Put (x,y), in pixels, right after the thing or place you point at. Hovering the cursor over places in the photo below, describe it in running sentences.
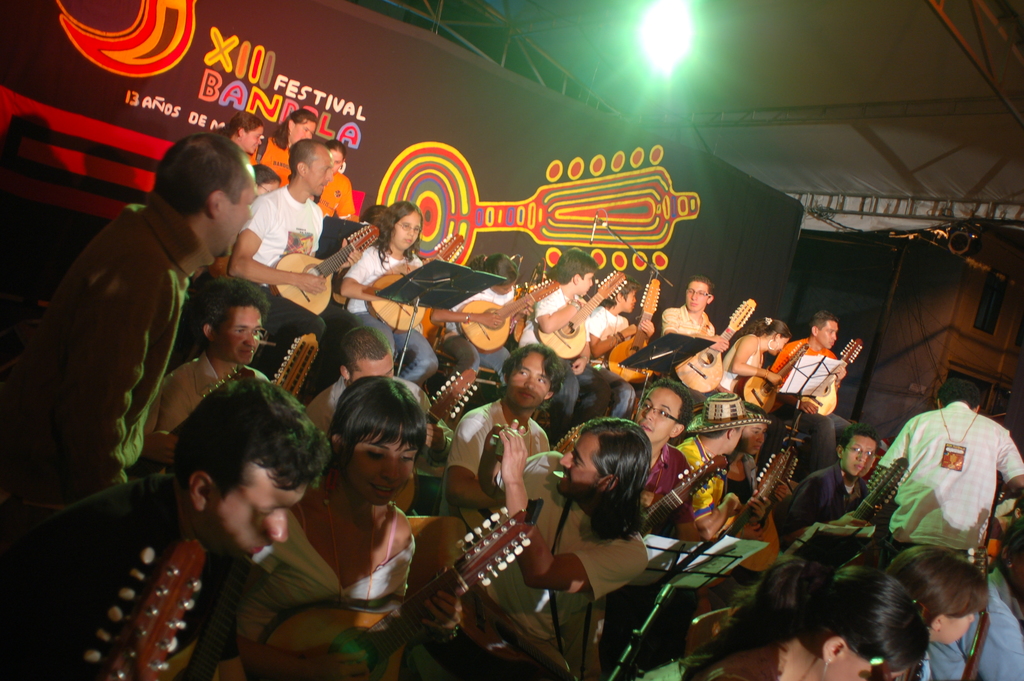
In the image few people (141,285) are standing and sitting and holding some musical instruments (299,269). Behind them there is a banner (464,143). At the top of the image (1000,144) there is a roof (967,148) and light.
